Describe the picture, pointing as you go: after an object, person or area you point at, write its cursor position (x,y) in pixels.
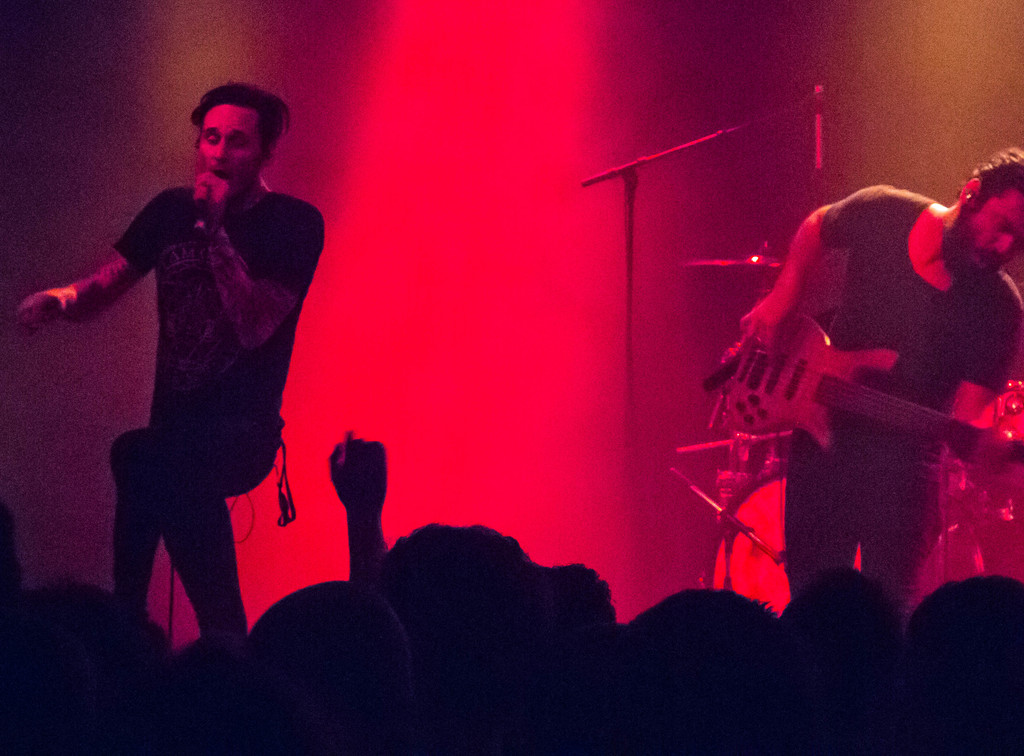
2 people (206,331) are performing on the stage (636,552). the person (857,464) at the right (880,409) is playing guitar (806,388). the person (189,374) at the left (211,232) is singing. people (470,584) are watching them.
